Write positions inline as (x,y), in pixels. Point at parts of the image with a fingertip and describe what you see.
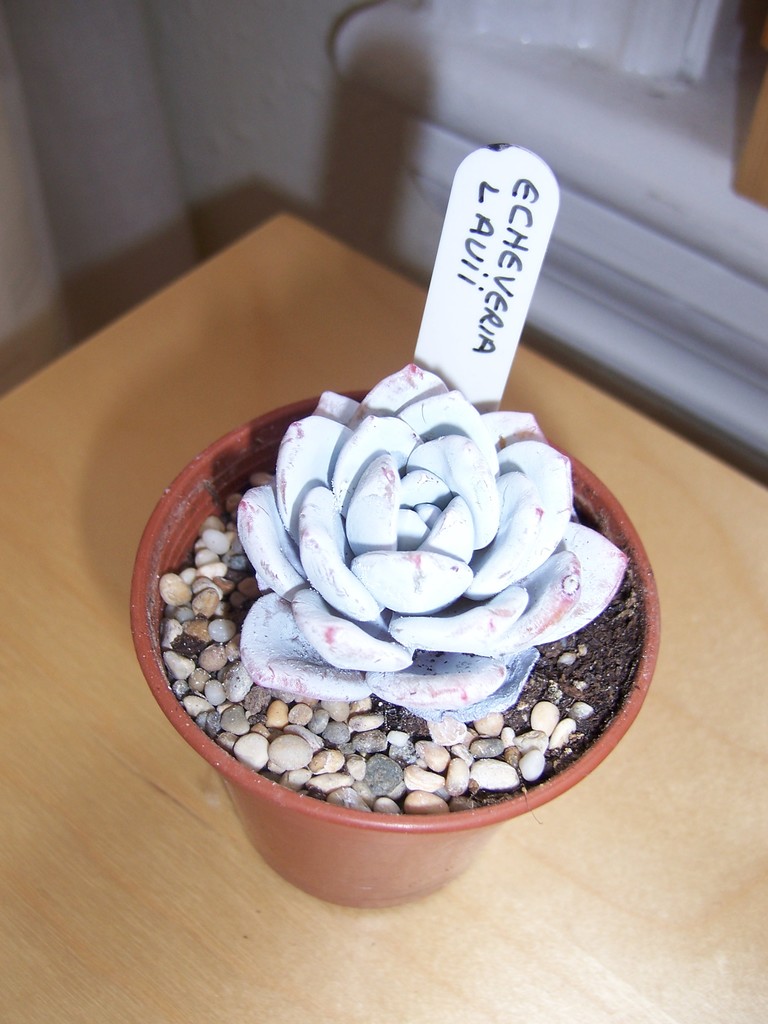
In this image I can see flower pot (405,854). Inside the flower pot (444,841) I can see small stones (448,768) and mud (583,664). It is on the brown color table (550,887). Background (249,98) is white in color.
